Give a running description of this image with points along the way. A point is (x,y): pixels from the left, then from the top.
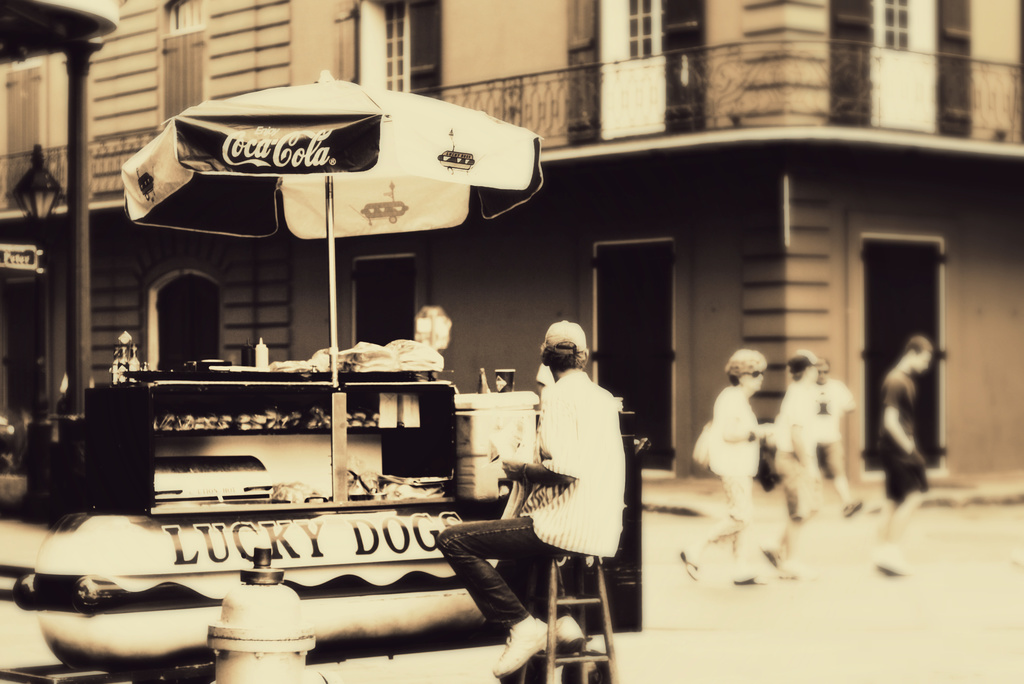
In this picture there is a person (494,526) sitting on a chair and few people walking on the road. We can see stall (281,428), umbrella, light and pole (83,372). In the background of the image (685,141) we can see building (95,263) and railing (6,180).
